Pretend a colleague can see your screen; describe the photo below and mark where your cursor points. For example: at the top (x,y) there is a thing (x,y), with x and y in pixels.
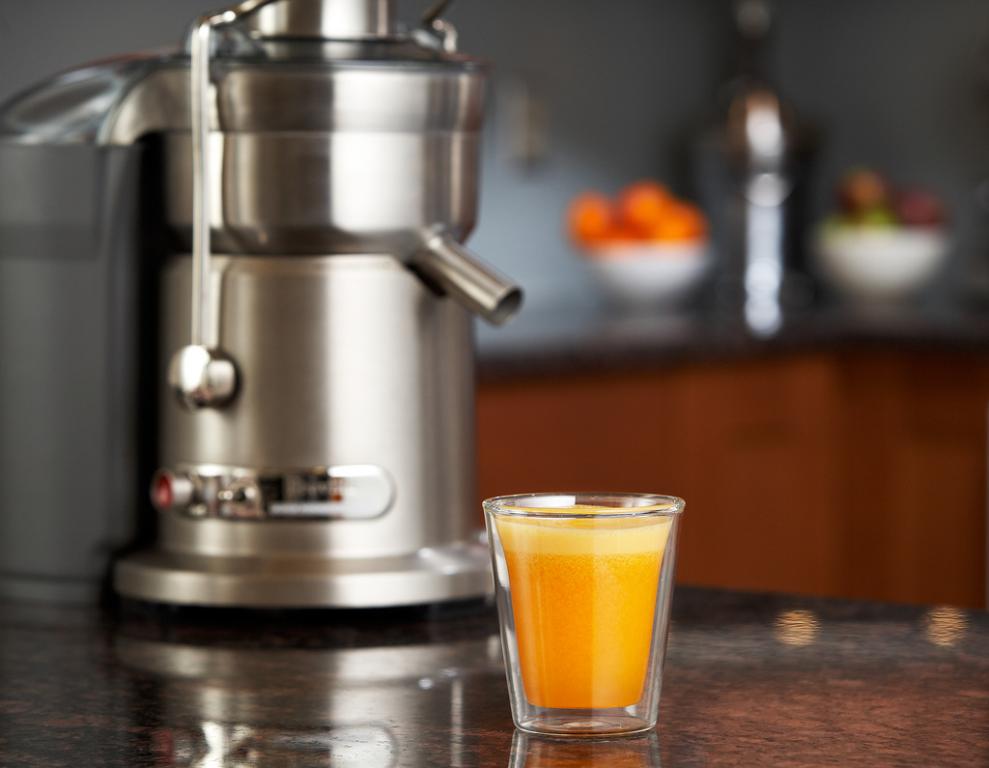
In the center of the image (545,494) we can see a glass (614,567) with liquid (506,535). On the left side of the image (251,286) a juicer (274,316) is there. In the middle of the image (638,381) there is a table (791,350). On the table (717,321) we can see a bowl (681,267) of fruits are there. At the top of the image (594,85) wall (805,79) is there. At the bottom of the image (809,696) countertop (805,700) is present.
